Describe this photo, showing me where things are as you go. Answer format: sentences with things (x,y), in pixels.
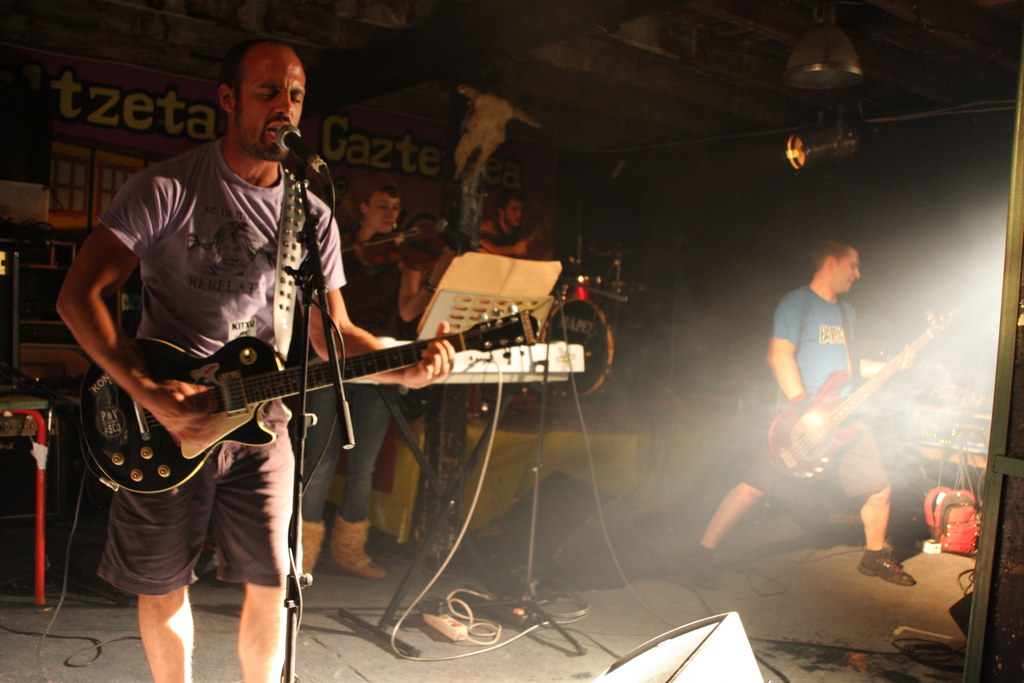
In this image we can see three person (252,269) standing and playing a musical instrument (404,348). On the floor (836,618) there is a bag (962,532). At the back side (114,117) there is a wall (111,45).
